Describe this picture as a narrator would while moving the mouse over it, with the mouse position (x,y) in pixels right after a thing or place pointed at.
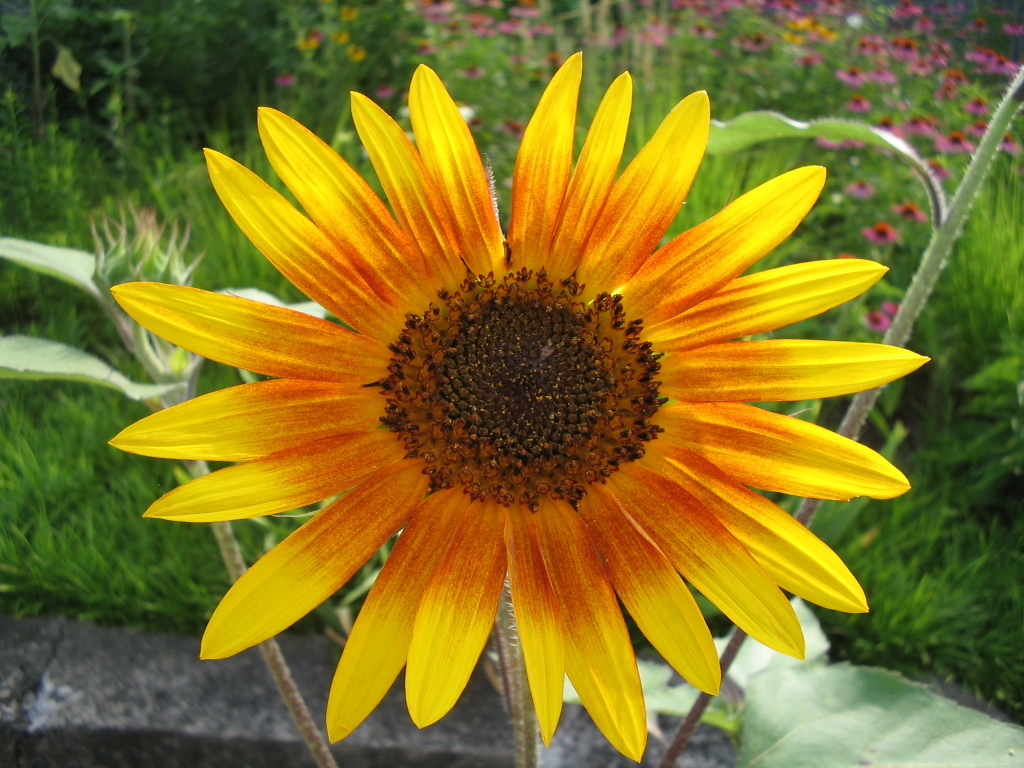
In this image there is one sunflower (554,504) in middle of this image (497,483) which is in yellow color and there are some plants (14,466) in the background (150,575).
